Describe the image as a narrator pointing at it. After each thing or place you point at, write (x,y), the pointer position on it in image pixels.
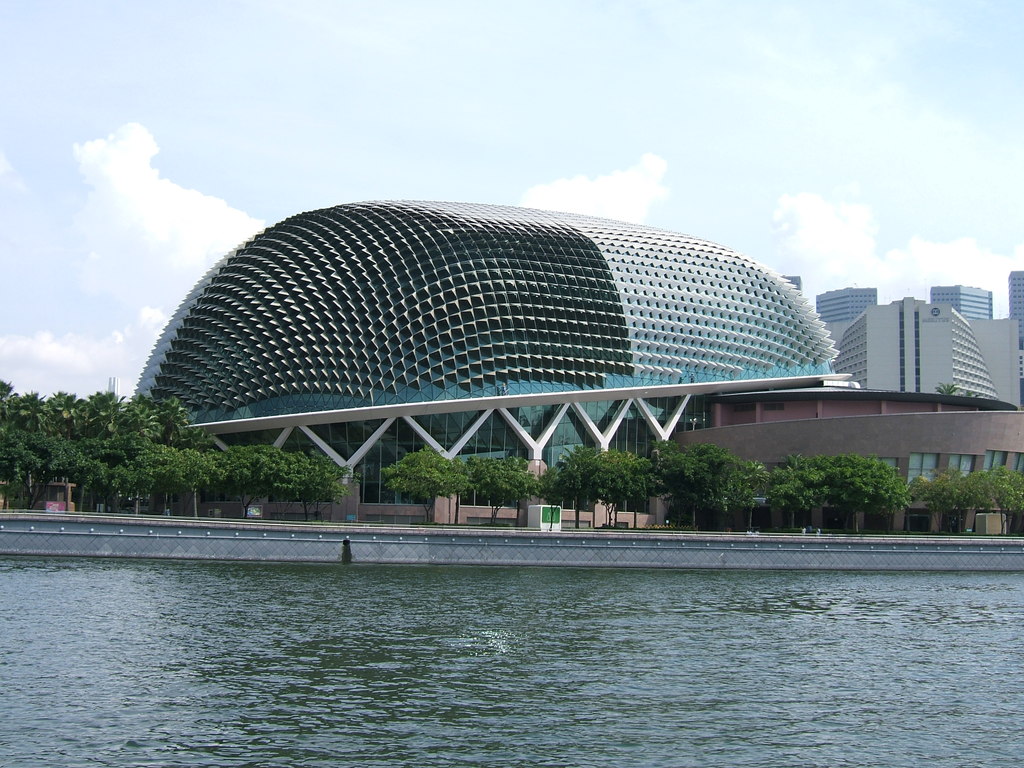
This picture is clicked outside. In the foreground (352,647) we can see a water body (263,616). In the center (482,487) we can see the metal fence (626,547), trees (432,482) and some objects (667,524) and we can see the buildings (913,324) and an architecture (570,365). In the background (400,46) we can see the sky (613,99).
